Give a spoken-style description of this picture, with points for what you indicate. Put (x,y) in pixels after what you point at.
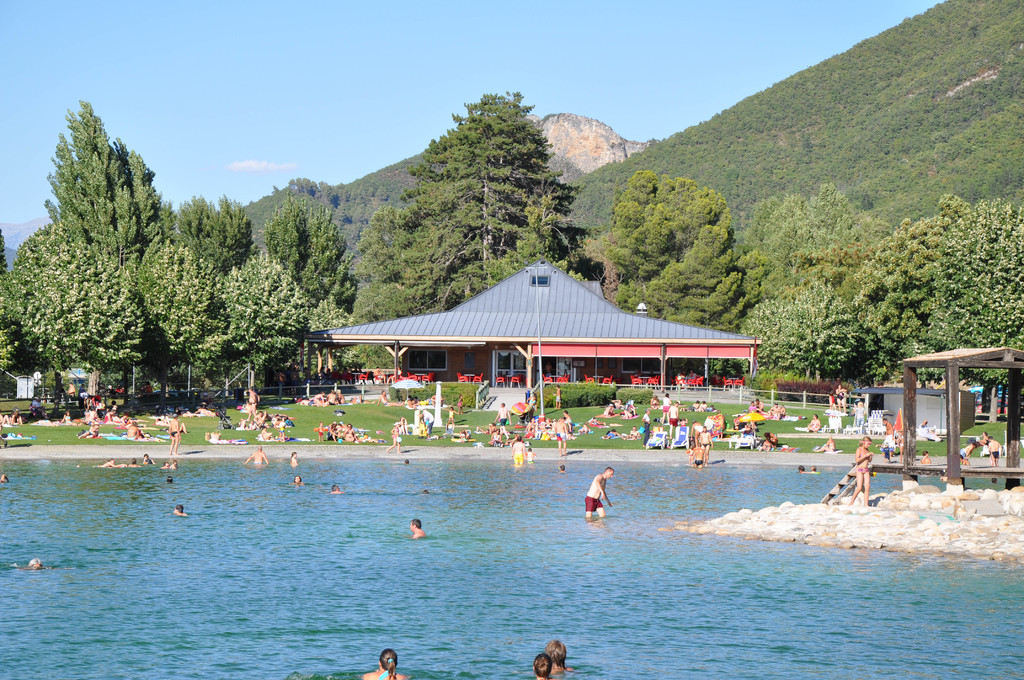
This picture is clicked outside. In the foreground (535,576) we can see the group of persons (413,524) and some other objects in the water body (722,618) and we can see the rocks (924,505) and a gazebo (949,405). In the background (664,64) we can see the sky (702,48), hills (548,140), trees (454,230) and we can see a house (562,349) and we can see the group of persons (414,407), green grass (382,407), plants (837,382), chairs (654,379), tables (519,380) and many other objects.
